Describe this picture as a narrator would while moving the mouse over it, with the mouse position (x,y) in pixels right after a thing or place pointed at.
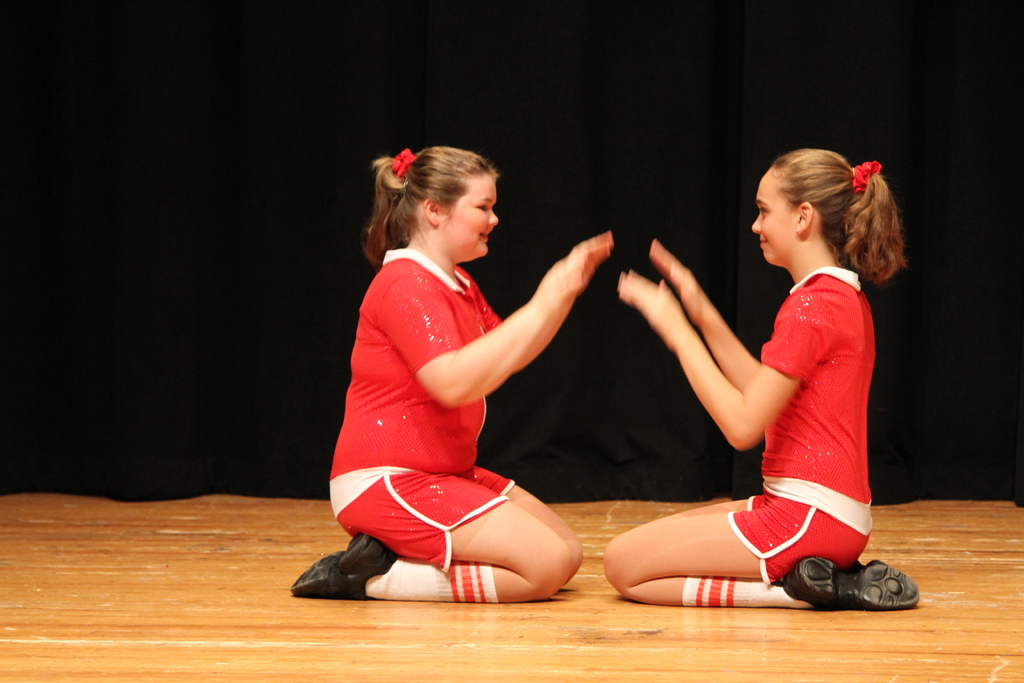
In the picture there are two girls (472,512) sitting on a wooden floor (968,555) and playing with their hands (689,289), both the girls (837,414) are wearing red dress (424,357) and there is a black curtain (654,182) behind the girls (774,421).
